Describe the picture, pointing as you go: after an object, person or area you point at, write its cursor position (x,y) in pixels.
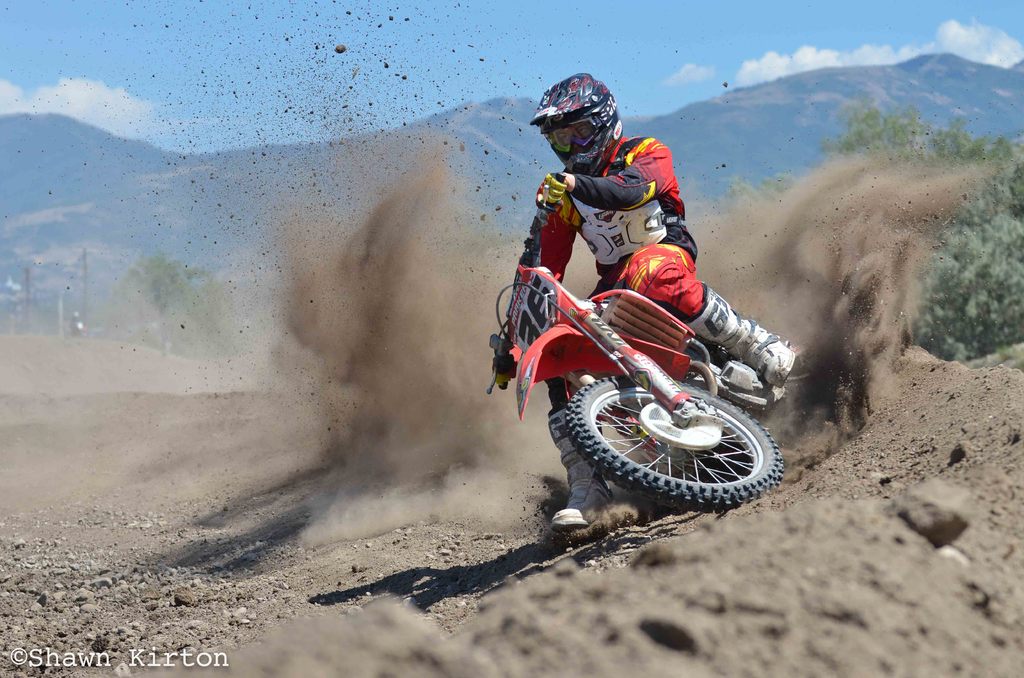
In the picture we can see a mud surface (11,381) and on it we can see some rocks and a man (605,131) riding a bike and doing stunts and raising a dust (820,444) from the mud (904,378) and behind him we can see some plants (931,339), hills (445,125) and sky (630,97) with clouds (770,65).
